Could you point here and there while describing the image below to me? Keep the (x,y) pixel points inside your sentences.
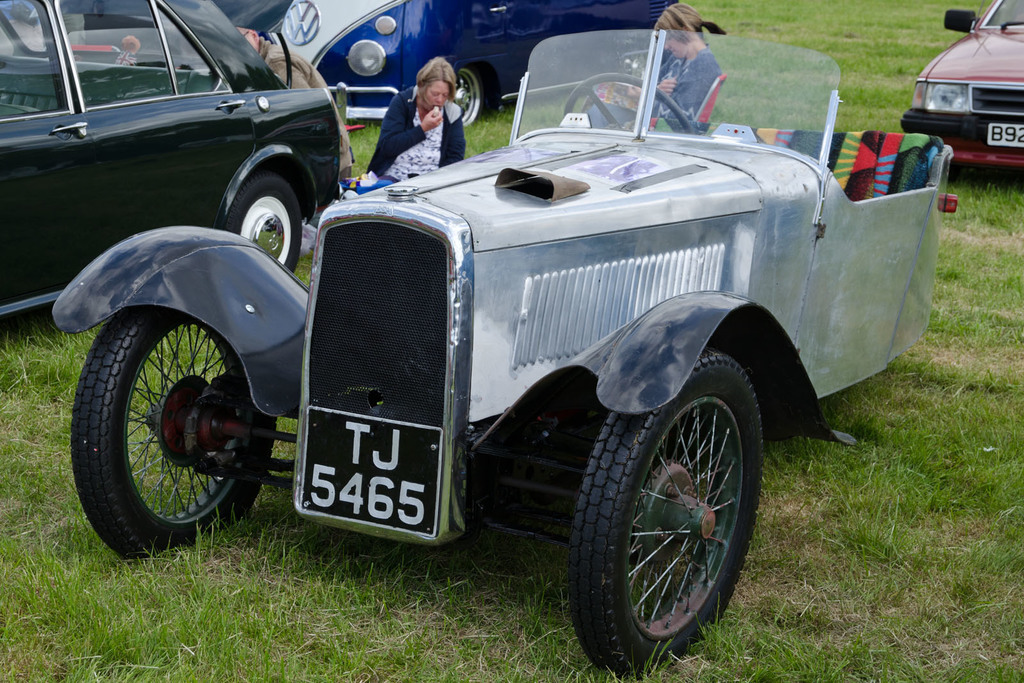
In this image we can see a woman (672,50) sitting on the chair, a woman (407,145) sitting on the ground (352,153) and motor vehicles (380,63) parked on the ground (186,339).
